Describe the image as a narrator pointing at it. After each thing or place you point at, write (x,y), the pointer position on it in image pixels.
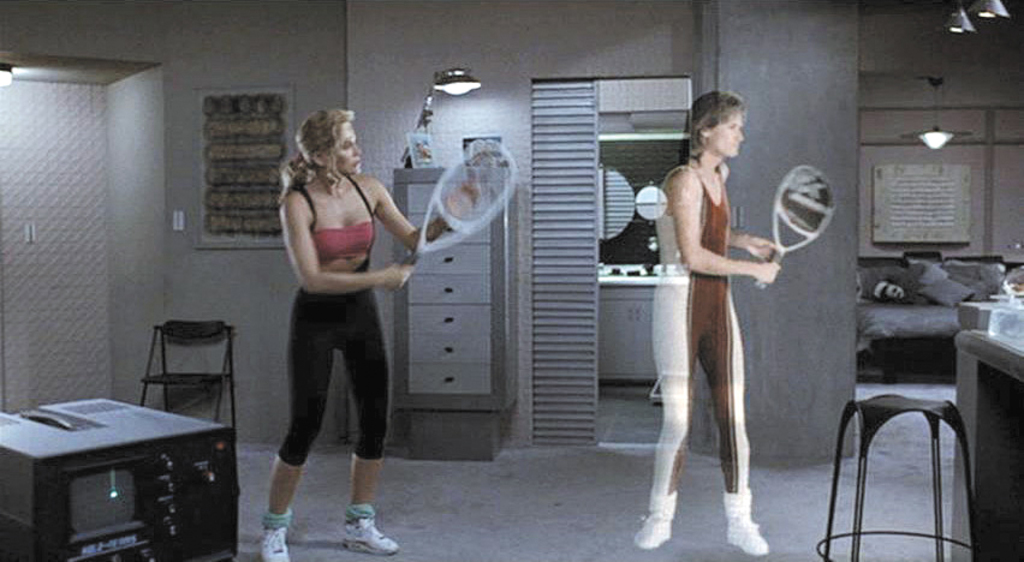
This looks like a movie image. there are two people (677,282) standing, holding a tennis racket (782,205). This is a lamp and photo frames (417,160) placed on the cabinet (489,364). This is an empty chair (191,378). I can see a bed (912,312) with cushions (923,274) and pillow (908,284). This is a stool (857,535).
